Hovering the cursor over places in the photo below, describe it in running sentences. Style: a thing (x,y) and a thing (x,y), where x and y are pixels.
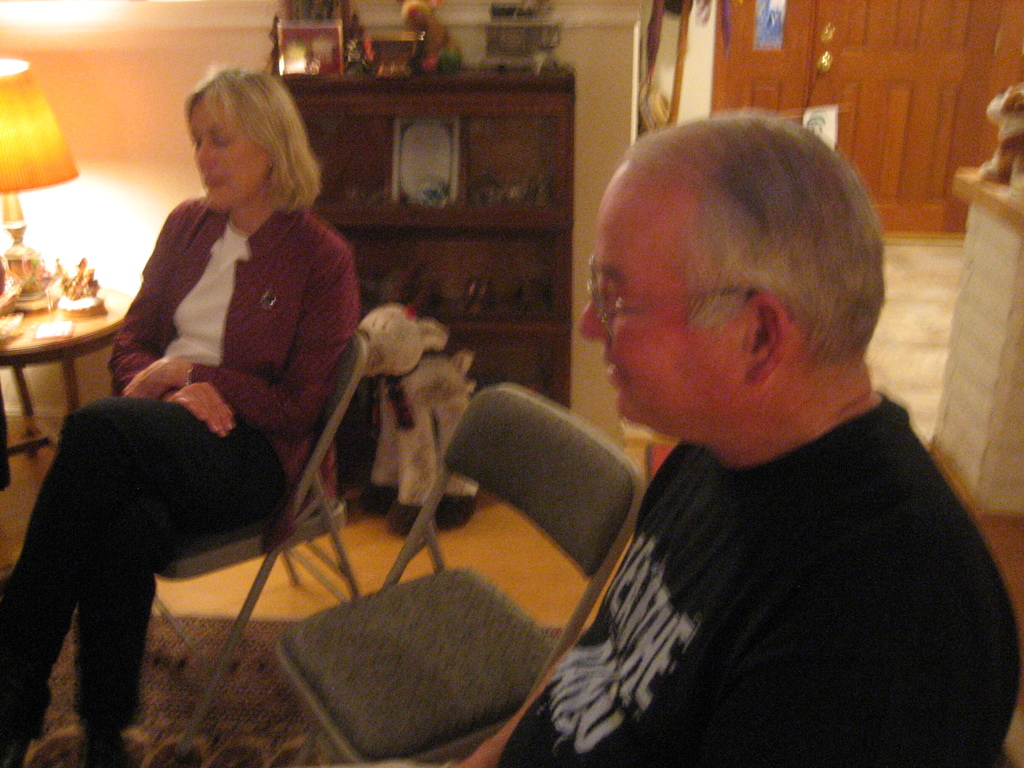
In this picture we can see people (575,755) are sitting on the chairs (510,700), beside we can see the table (113,318) on which few objects (54,286) are placed along with lamp (9,233), some toys (477,292) in a shelf (467,235) and we can see doors (815,70) to the wall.
